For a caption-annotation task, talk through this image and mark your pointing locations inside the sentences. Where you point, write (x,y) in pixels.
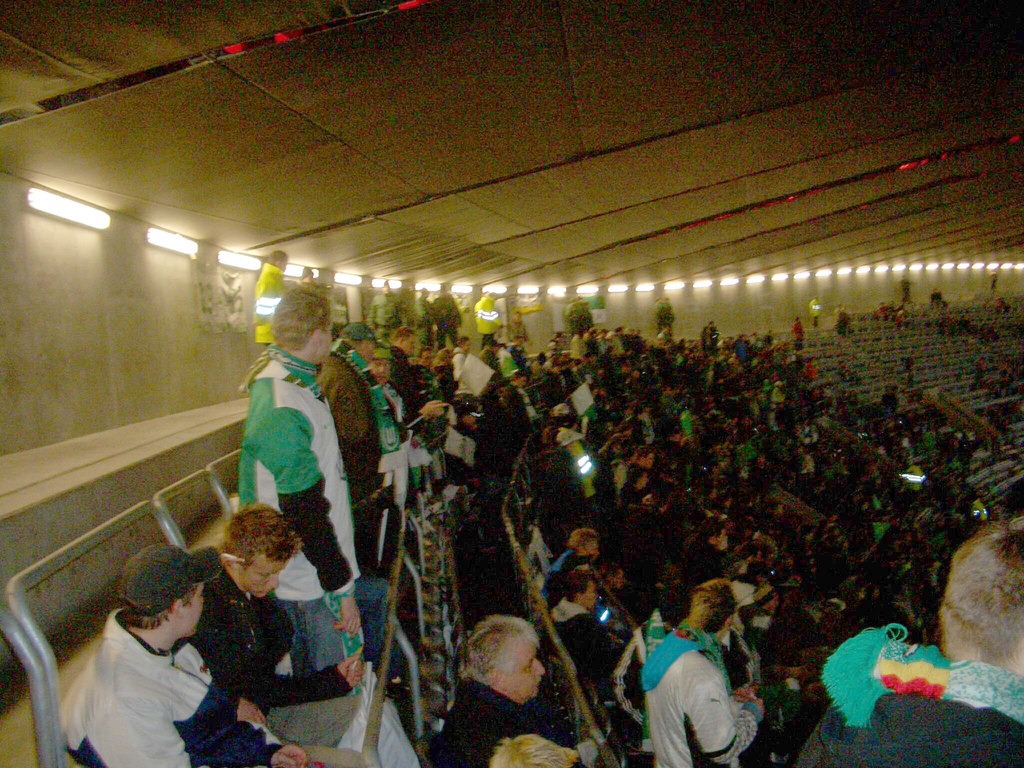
There is a crowd (472,441). Some people (600,660) are sitting and some people (578,523) are standing. On the ceiling (843,260) there are lights (861,268).
